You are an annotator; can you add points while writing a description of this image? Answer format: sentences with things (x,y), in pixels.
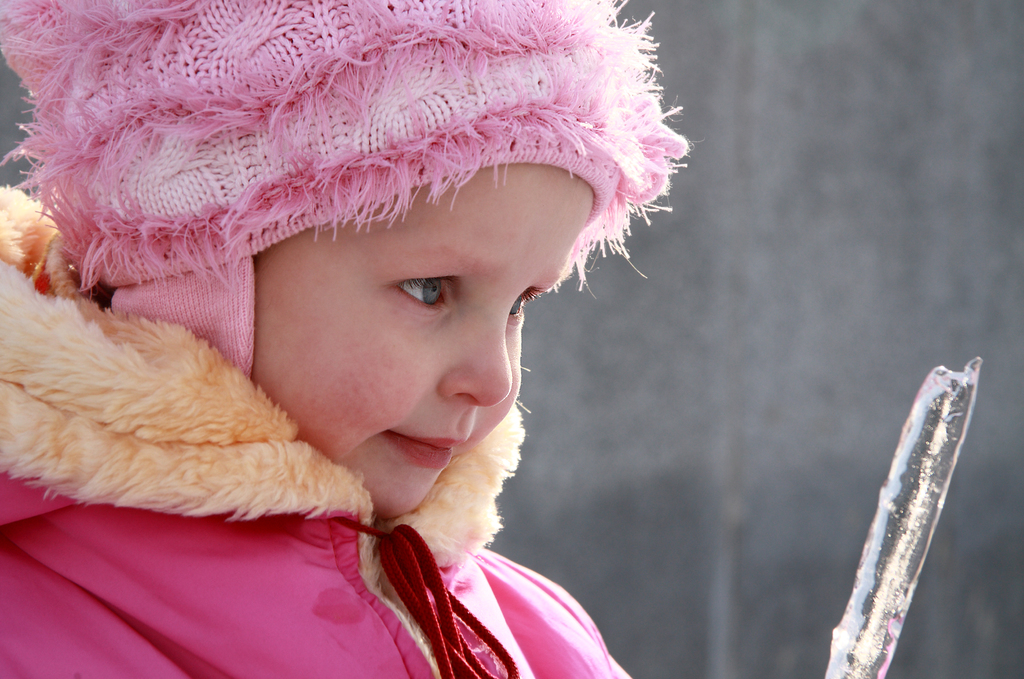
In this image we can see a girl (385,552). There is an object (894,545) at the right side of the image (889,526). There is a wall (807,329) in the image.
